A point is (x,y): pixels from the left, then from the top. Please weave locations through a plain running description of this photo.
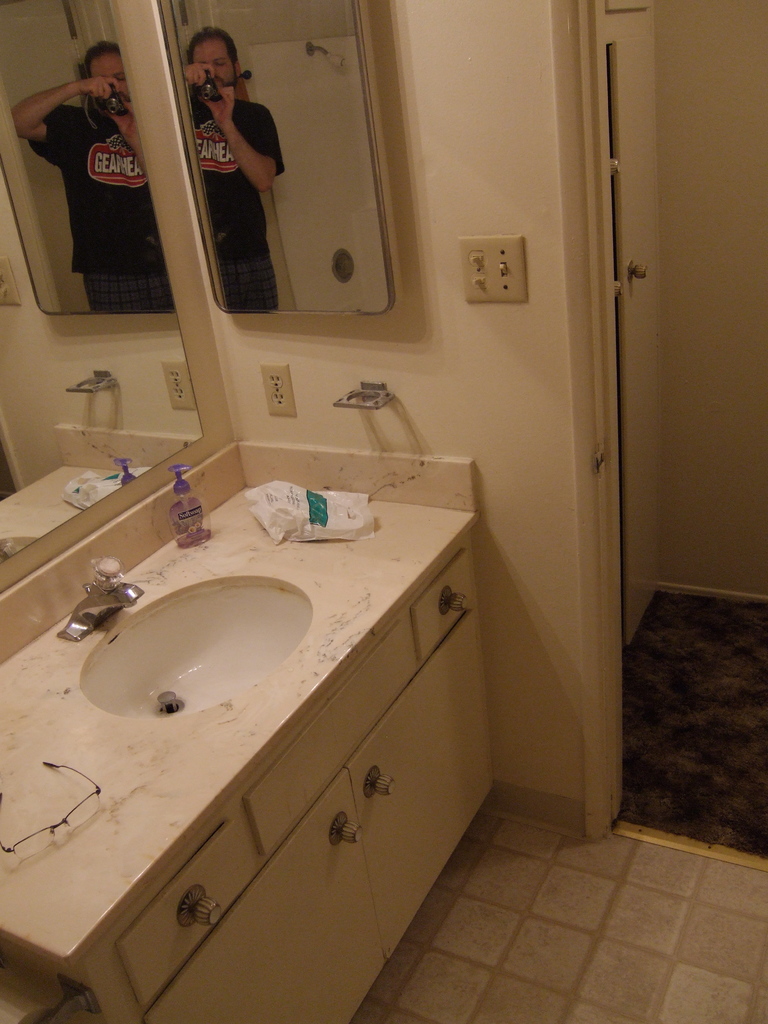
In this image, we can see a wash basin (233,582) with some objects (180,520) like spectacles (81,810). We can also see some cupboards (394,866) and mirrors (140,286). We can see the wall (441,269) with some objects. We can also see a door (599,297) and the ground (650,671). We can see the reflection (297,280) of objects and person (148,186) in the mirrors (223,197).
